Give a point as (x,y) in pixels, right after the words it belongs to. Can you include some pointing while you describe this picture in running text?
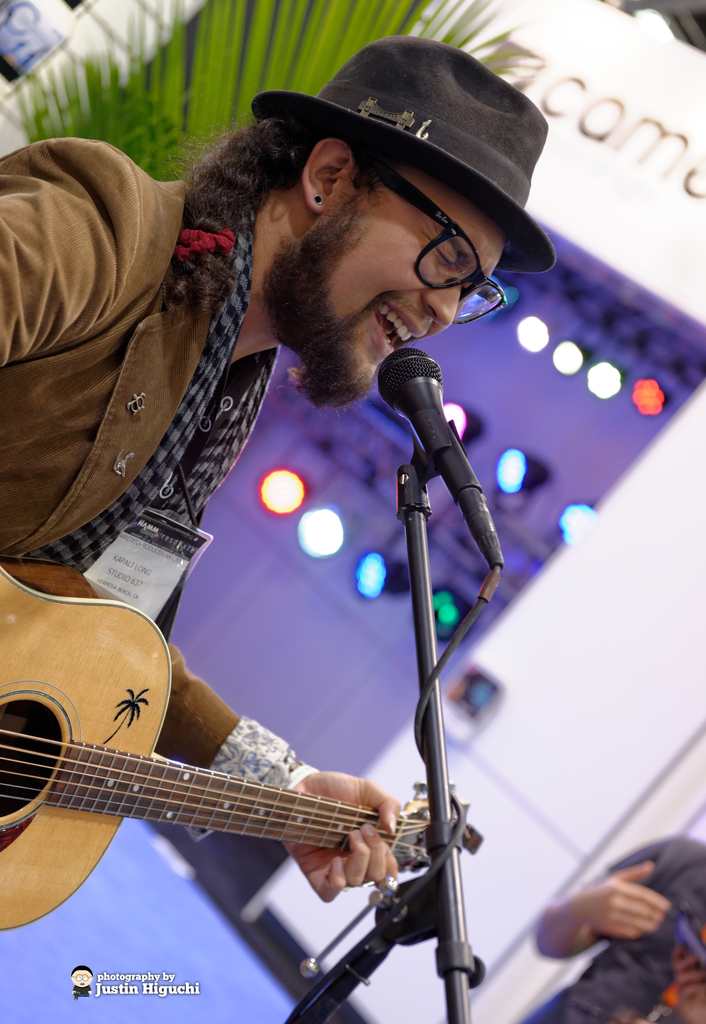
In this image i can see a person (141,315) wearing a brown jacket (140,321), a hat (543,139) and glasses (445,228), and he is holding a guitar (49,574) in his hands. I can see a microphone (446,468) in front of him and in the background (293,72) i can see plant (214,56), some lights (577,346) and a person (605,930).
